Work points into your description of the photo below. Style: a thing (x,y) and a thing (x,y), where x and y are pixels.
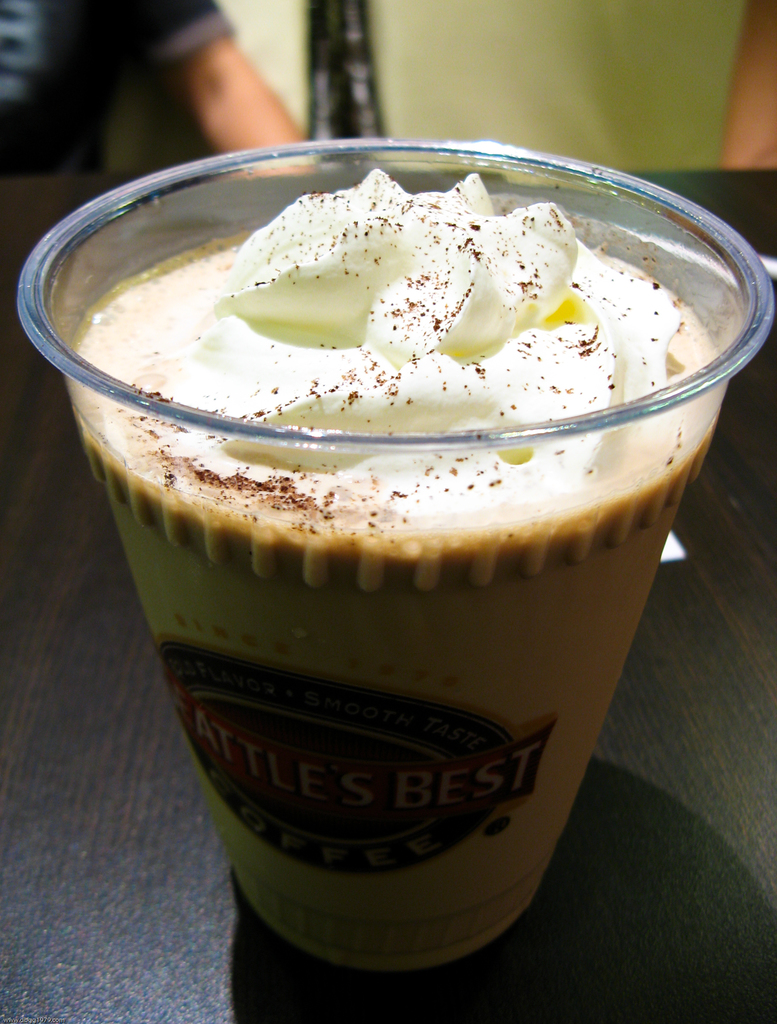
In this image, I can see a glass of coffee drink (376,594), which is placed on the table (730,652). In the background (200,80), I can see a person's hand (241,98).
